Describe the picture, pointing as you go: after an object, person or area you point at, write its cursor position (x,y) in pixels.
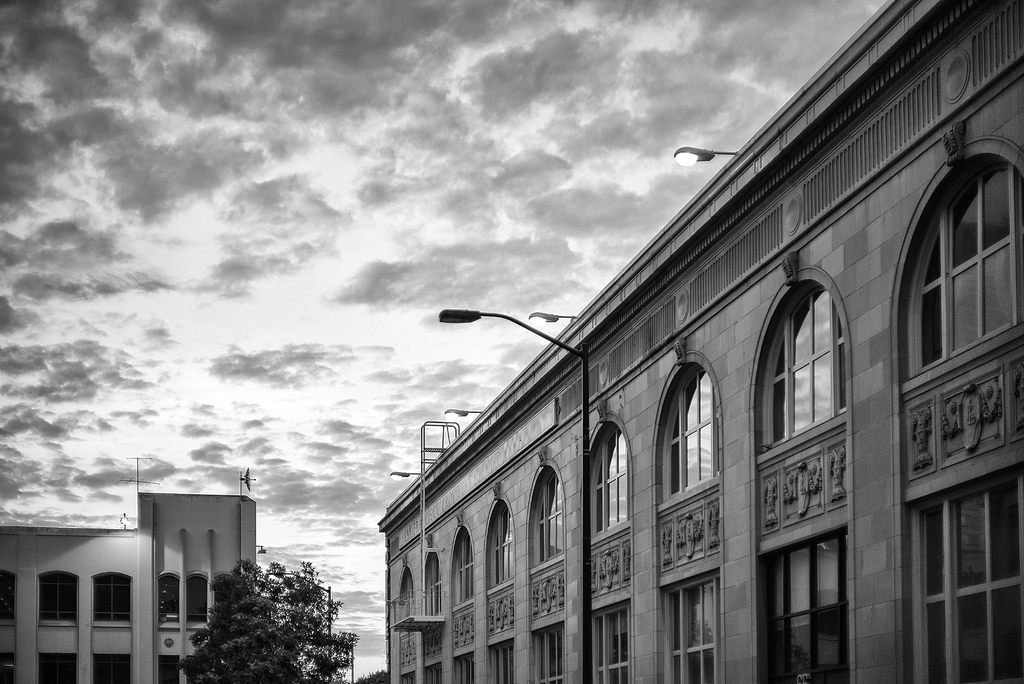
In the foreground of the picture (551,515) we can see buildings (564,497), street lights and trees (317,664). At the top (391,166) it is sky (236,194), sky (236,194) is cloudy.
